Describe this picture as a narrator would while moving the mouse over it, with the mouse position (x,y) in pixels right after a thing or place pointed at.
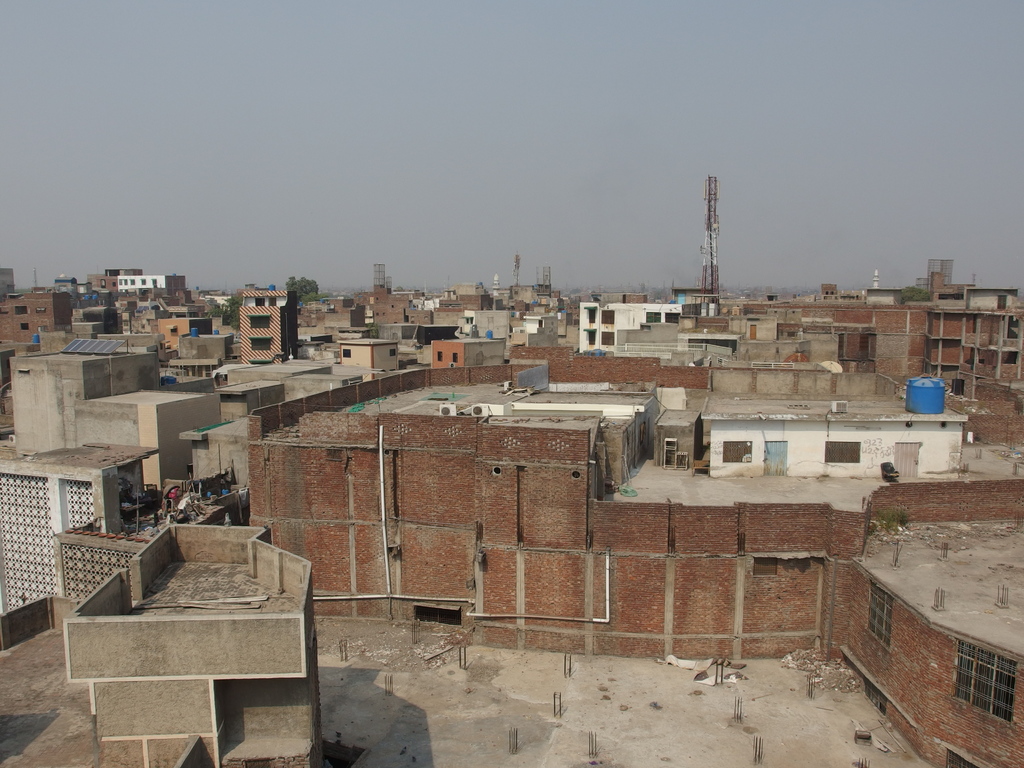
There are many buildings (435,396) with brick walls (532,488), pipes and windows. In the background (478,120) there is sky (594,148). There are towers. There is a water tank (917,386) on a building (874,415).
